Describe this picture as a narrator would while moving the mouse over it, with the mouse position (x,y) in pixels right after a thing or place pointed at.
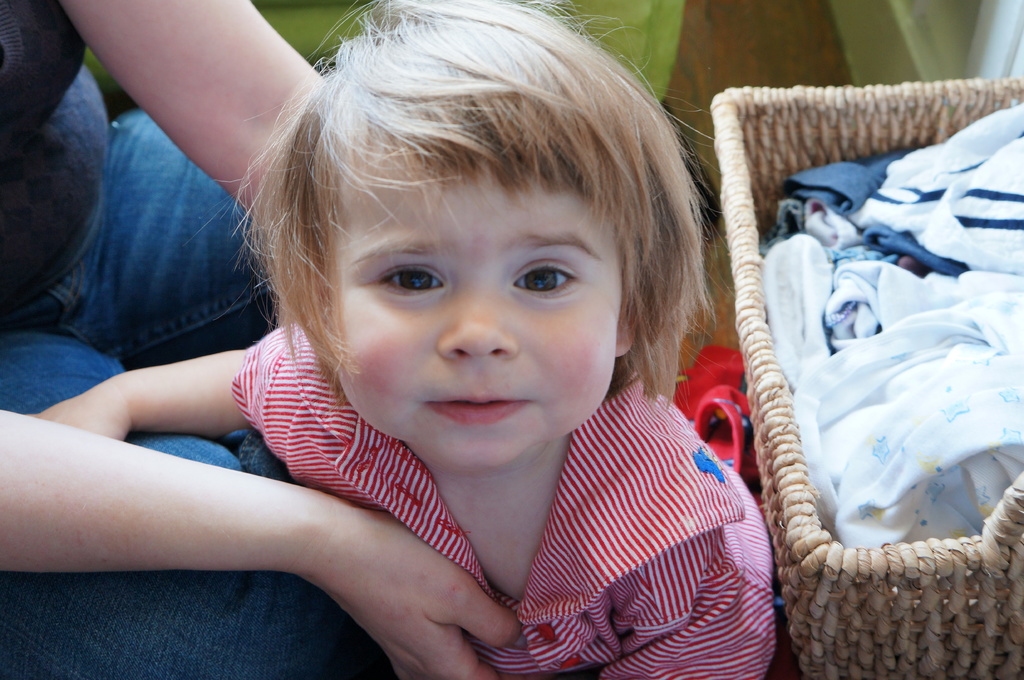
In this image I can see a little girl (568,553), she wore white and red color t-shirt (618,541). On the right side (824,604) there is a basket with clothes (885,420).
